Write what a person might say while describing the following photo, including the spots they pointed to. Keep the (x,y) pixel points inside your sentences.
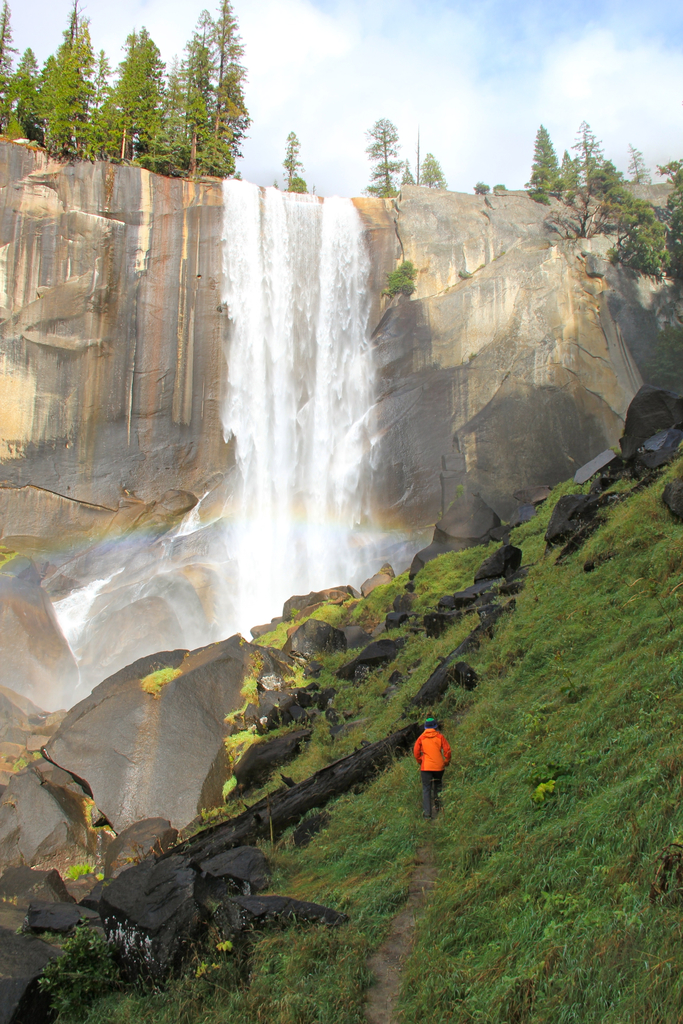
In the center of the image (349,374) we can see a waterfall (323,382) and there is a person (427,795) walking. At the bottom (562,976) there is grass (534,955) and we can see rocks (132,787). In the background (171,11) there are trees (67,72) and sky (462,129).
